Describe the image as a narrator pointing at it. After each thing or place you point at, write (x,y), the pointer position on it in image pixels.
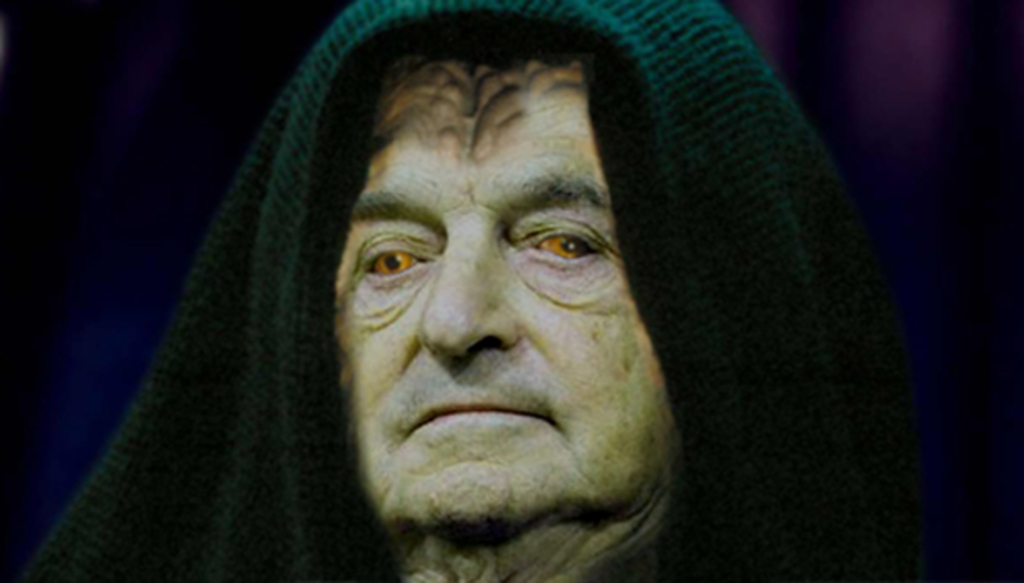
In the center of the image (501,315) we can see one person (400,329) with light brown color eyes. And we can see the green color cloth (716,317) on him.
